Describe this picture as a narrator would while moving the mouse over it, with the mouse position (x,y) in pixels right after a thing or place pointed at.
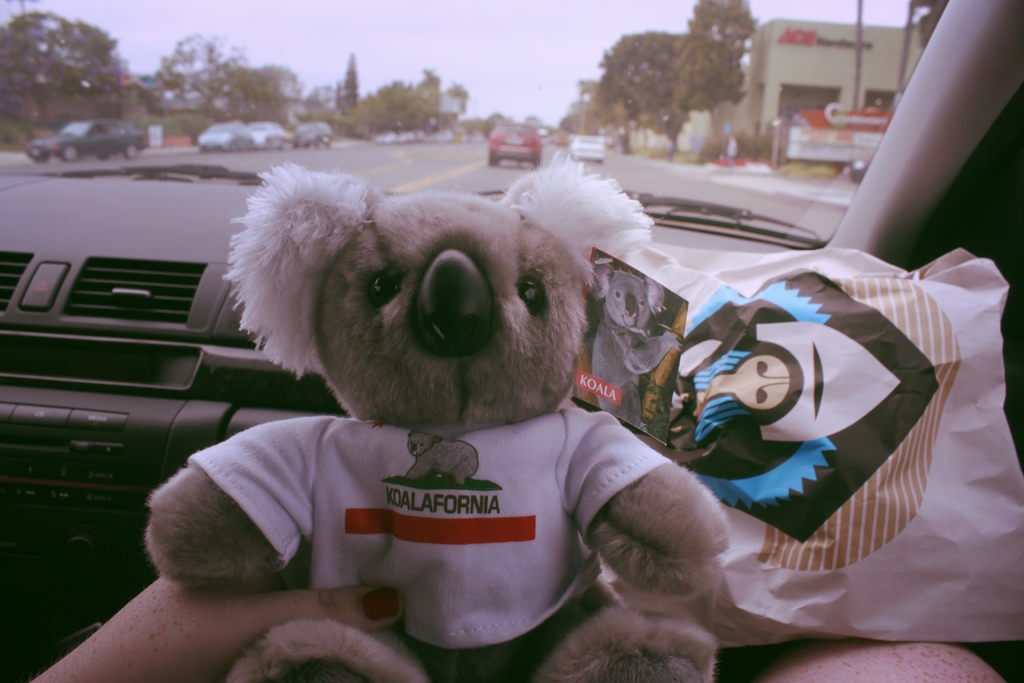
This image is taken inside the vehicle (825,246). In the center (426,305) we can see a soft toy (323,498) in which a woman (310,615) holding. We can also see a packet (779,557) on the right (891,380) and from the glass window (541,113) of the vehicle (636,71) we can see many trees (257,83) and also vehicles (499,129) on the road (545,156). We can also see the sky (292,5), building (848,91) also poles (861,31).
